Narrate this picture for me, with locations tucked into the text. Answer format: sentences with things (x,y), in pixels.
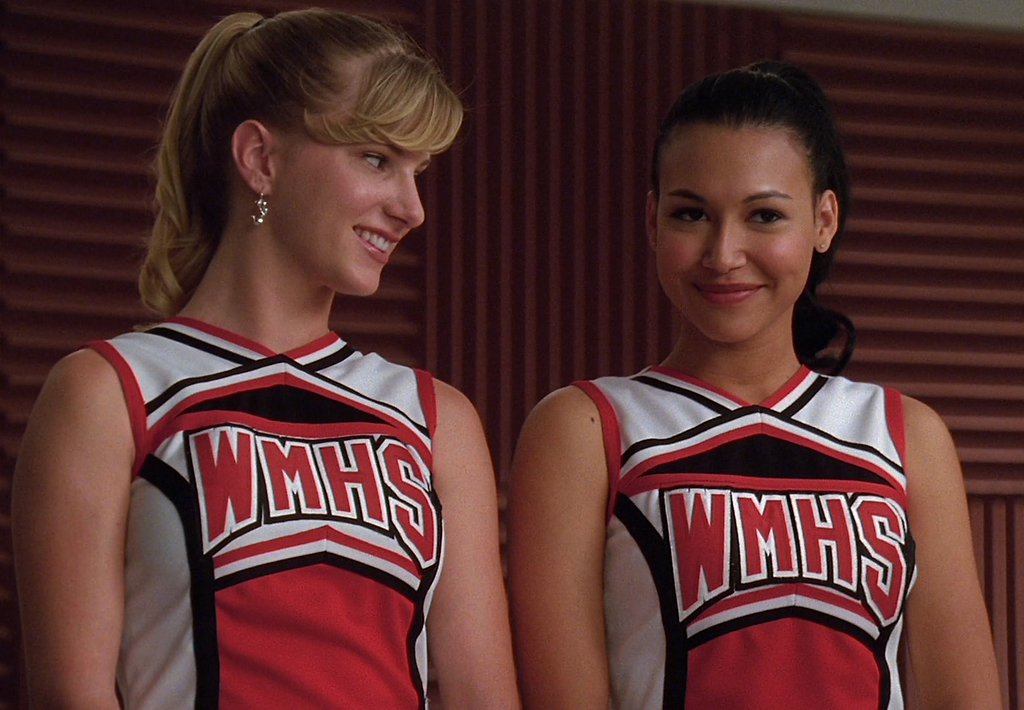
In this image we can see women (655,385) smiling and wall (473,291) in the background (389,292).
